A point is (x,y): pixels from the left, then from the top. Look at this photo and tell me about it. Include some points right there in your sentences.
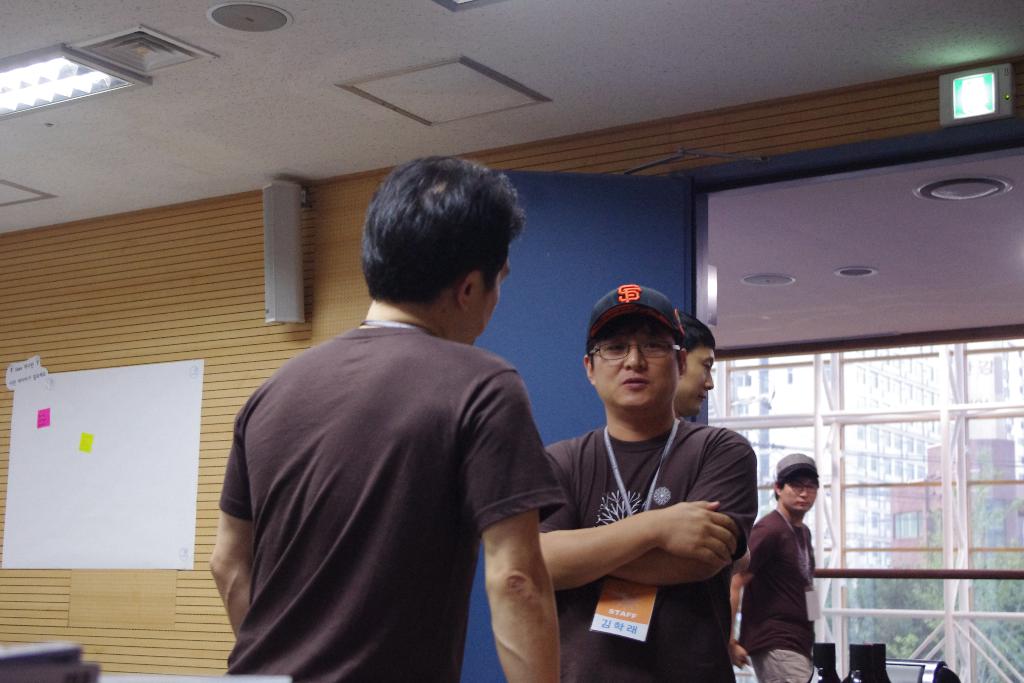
In this image I can see group of people (324,503) standing. In front (310,510) the person (324,421) is wearing brown color shirt (326,471). In the background (175,260) I can see the wooden wall (192,235) and I can also see the glass window (884,494), few buildings (886,430) and few lights (9,84).
